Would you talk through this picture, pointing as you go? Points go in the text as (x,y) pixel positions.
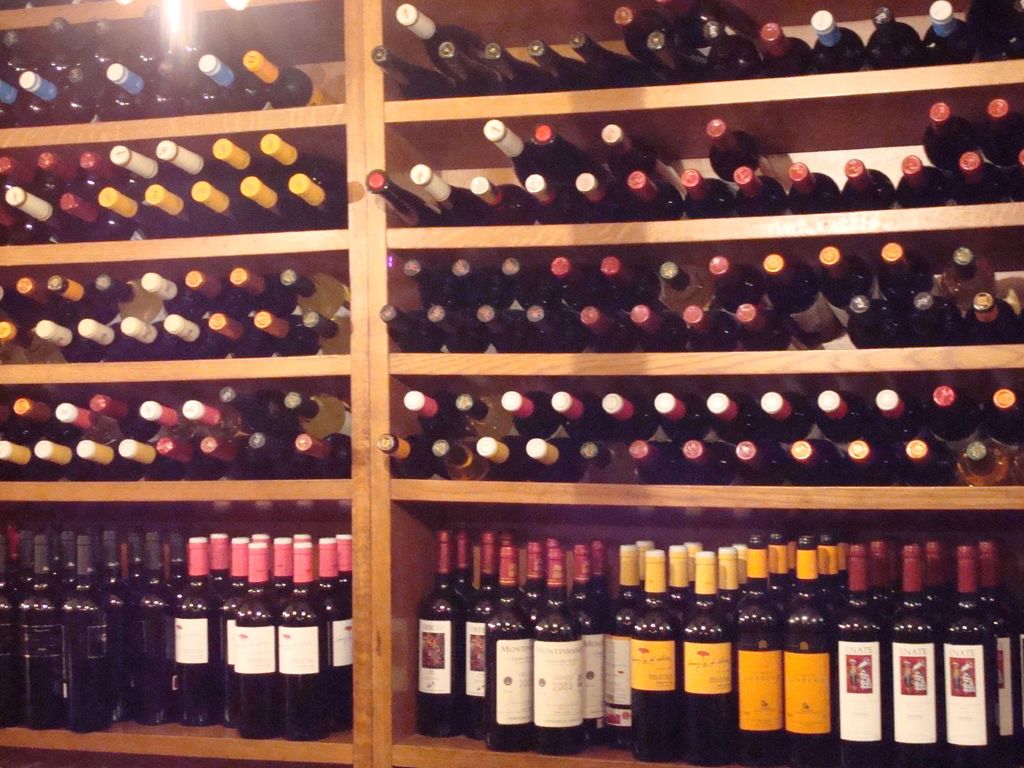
There is a wine shelf (365,327) which has many wine bottles (633,342) placed in it.
